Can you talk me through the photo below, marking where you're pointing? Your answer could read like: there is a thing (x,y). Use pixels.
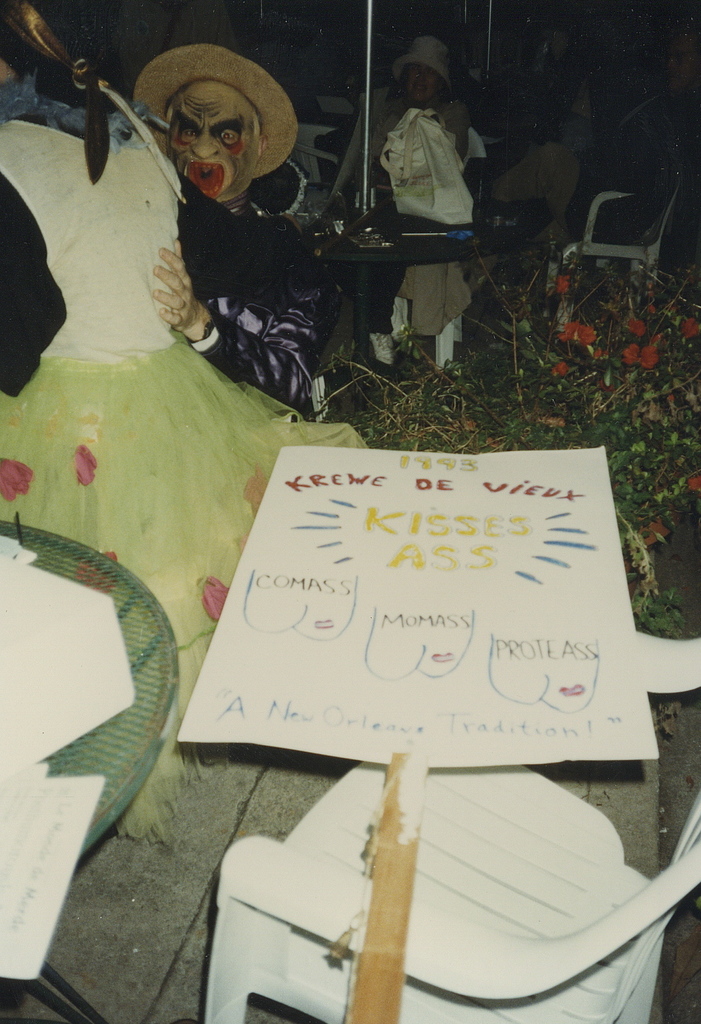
In this image there are people (391,118) wearing costumes (210,265). At the bottom (242,940) there is a chair (440,926) and a board (443,737) we can see plants (564,440). There are tables (134,600) and we can see papers (37,810) placed on the tables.
